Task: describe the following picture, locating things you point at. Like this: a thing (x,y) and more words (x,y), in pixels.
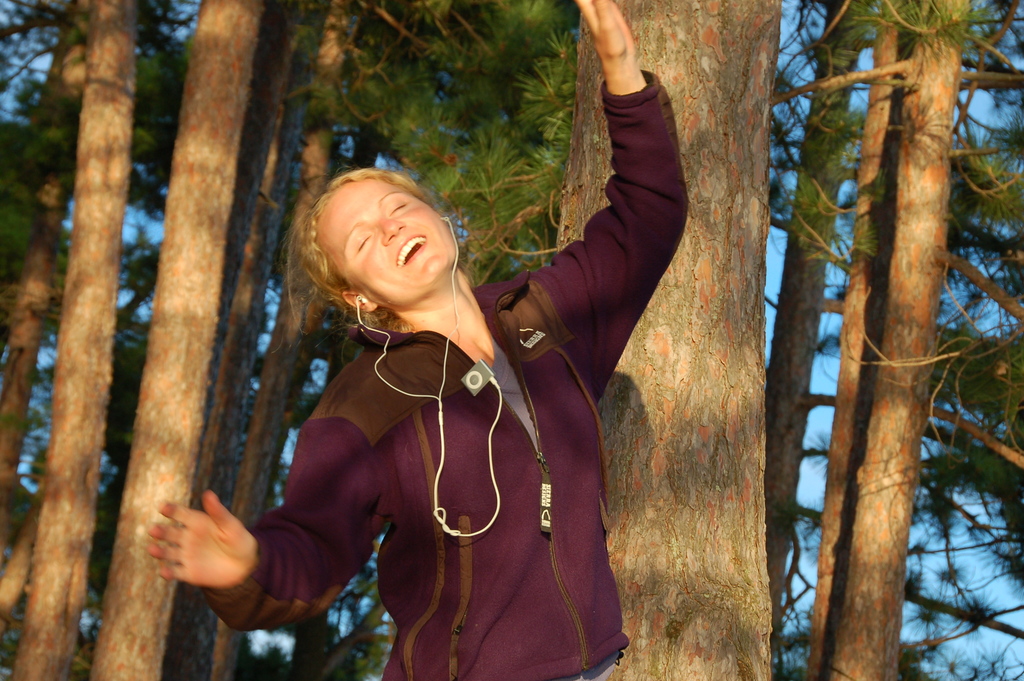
In this image we can see a woman (473,366) smiling and wearing earphones (492,386), behind we can see some trees (237,162) and the sky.
